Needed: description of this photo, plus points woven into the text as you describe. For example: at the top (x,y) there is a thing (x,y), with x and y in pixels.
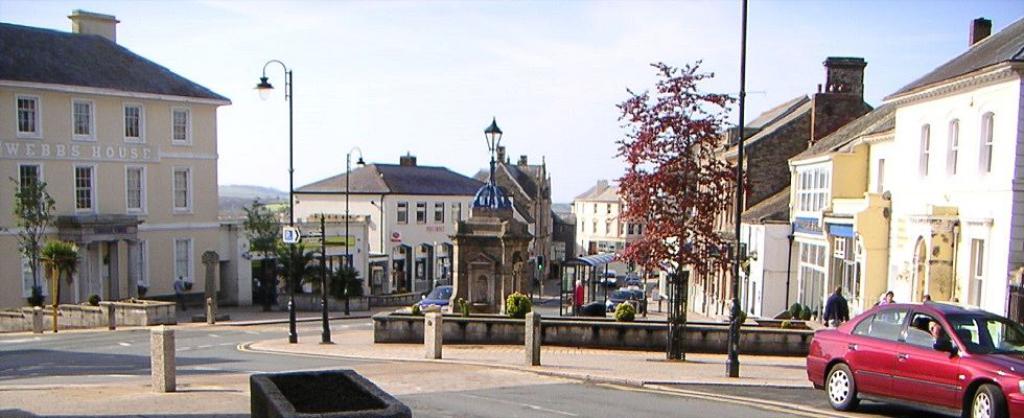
In this image, I can see the buildings (798,162), trees (648,261), bushes (617,315), light poles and vehicles (632,302) on the road (480,382). On the right side of the image (835,303), I can see few people (835,321) standing. In the background (188,54), there is the sky (454,73).
